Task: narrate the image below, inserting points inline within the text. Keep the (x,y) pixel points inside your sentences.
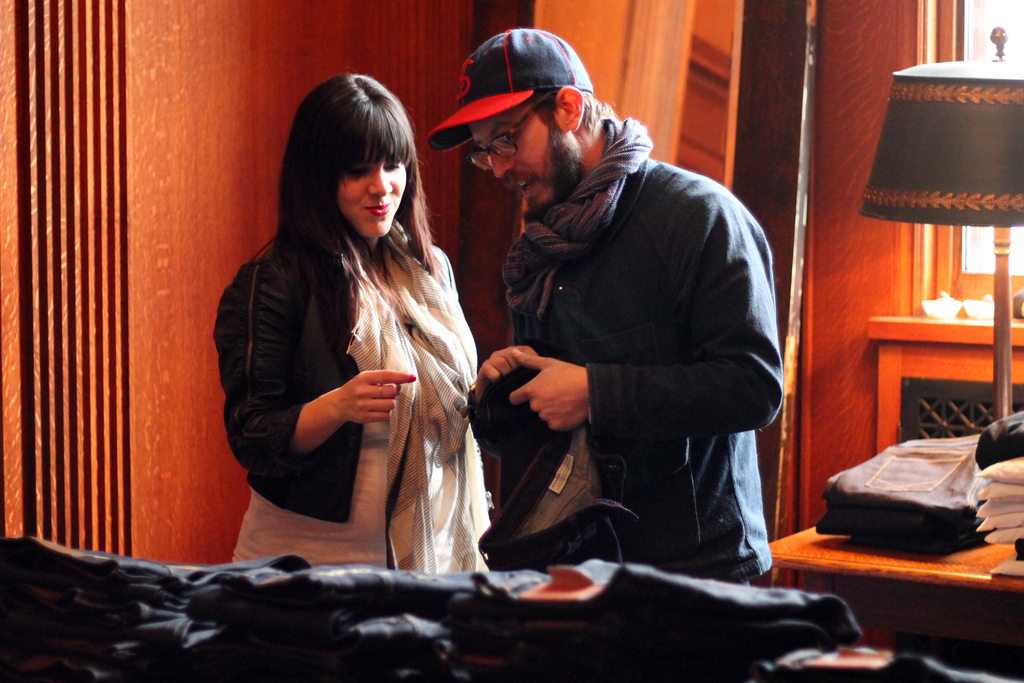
In this image we can see a man (583,308) and a woman (351,254) standing. In that a man (625,395) is holding an object (565,432). We can also see some folded clothes (957,542) on a table (817,553), a lamp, some objects (1021,291) on a cupboard (977,355), a window (976,276) and the wooden wall (806,476). In the foreground (62,643) we can see some folded clothes (538,667).
